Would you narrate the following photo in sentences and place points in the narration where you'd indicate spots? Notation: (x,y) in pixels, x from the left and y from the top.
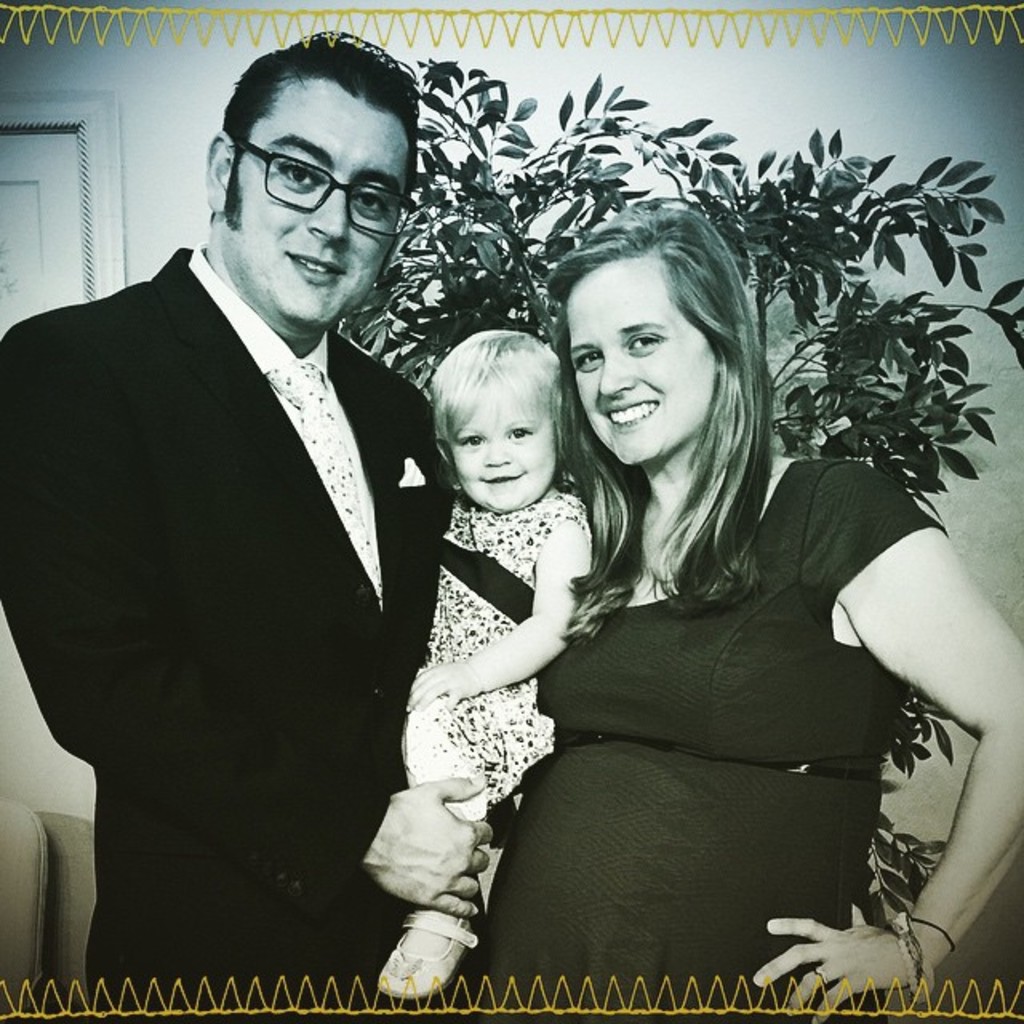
By seeing this image we can say three people (397,766) are taking a photograph. On the left side of the image (236,618) we can see a man (236,618) is wearing black color dress (377,703). In the middle (462,607) we can see a kid (467,586). On the right side of the image (980,825) we can see a lady (679,874) and behind them a plant (548,208) is there.
